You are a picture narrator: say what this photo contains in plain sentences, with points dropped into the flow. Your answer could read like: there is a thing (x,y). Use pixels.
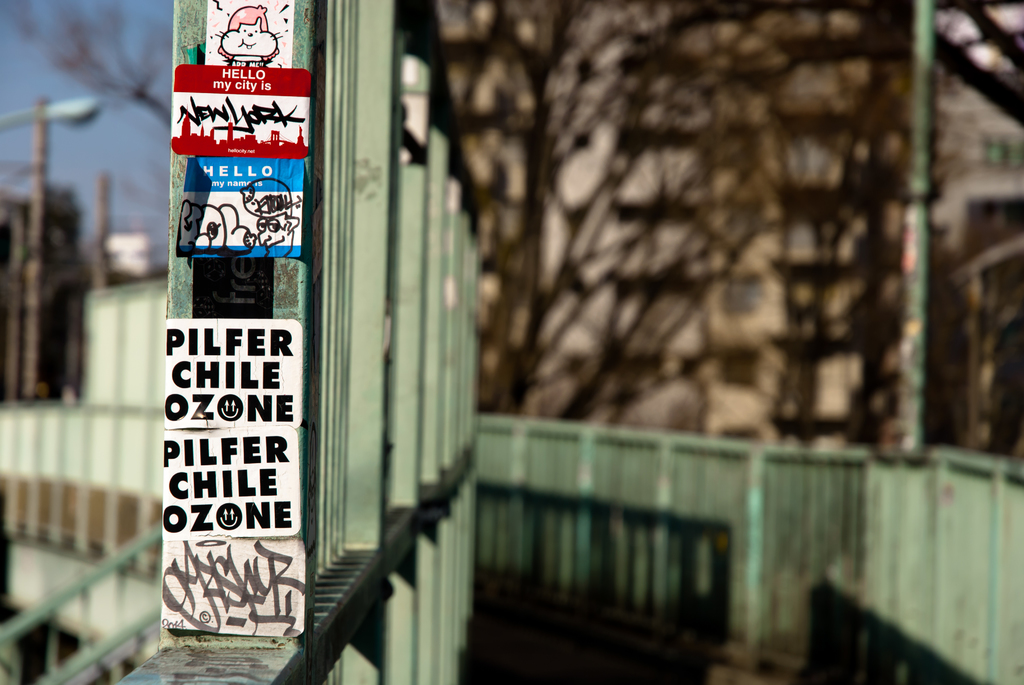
In the image in the center (408,282) we can see poles (298,55), posters (277,394), wall (783,598), fence (442,513) and few other objects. In the background (67,51) we can see the sky (25,86) and trees (497,4).
